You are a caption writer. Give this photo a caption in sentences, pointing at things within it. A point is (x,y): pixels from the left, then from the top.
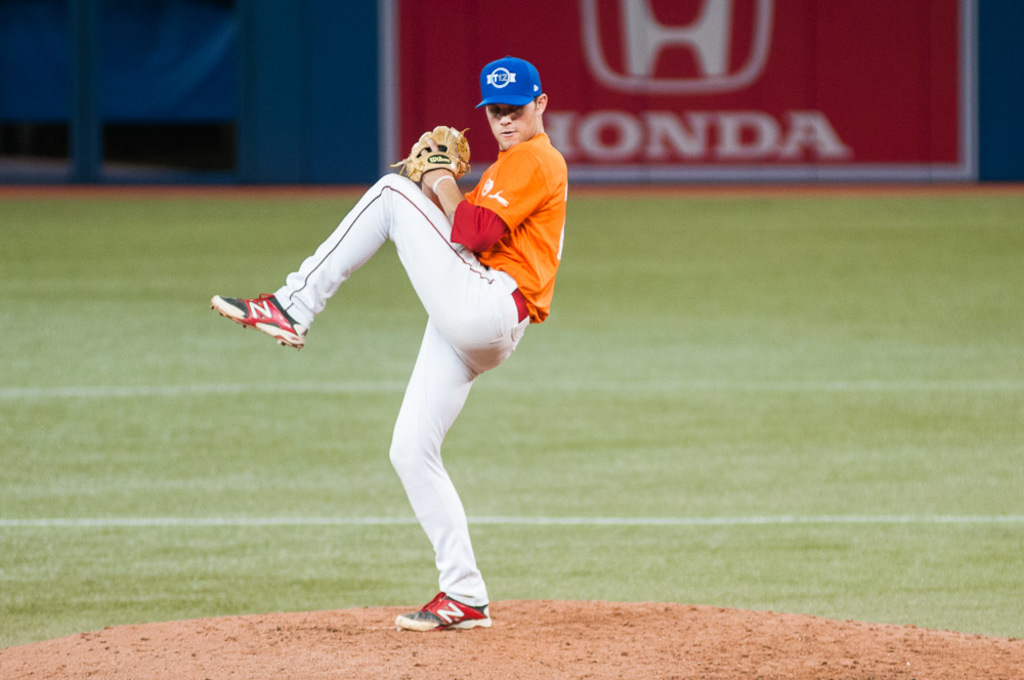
In this image I can see the person (430,499) standing on the ground (644,584). The person (470,279) is wearing the white, red and orange color dress (453,267). And the person (490,206) with the blue color cap (516,90) and the gloves (445,146). In the back (776,139) there is a red color board (428,101) and I can see the name Honda (559,130) is written on it. I can also see the blue color wall (214,68) in the back (244,58).
